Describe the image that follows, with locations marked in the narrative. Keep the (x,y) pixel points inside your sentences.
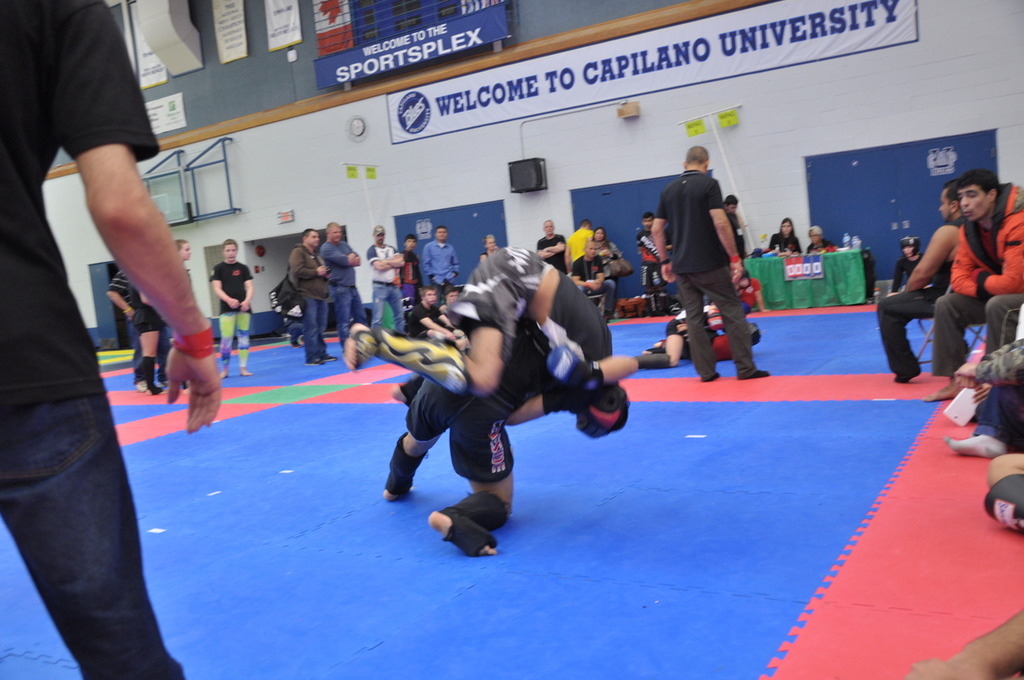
In the image there are two people (560,333) performing fighting and around them there are few people (119,672) and in the background (335,151) there is a wall (769,72) and there is a banner (711,48) of the university attached the wall (595,7) and above that there is a flag (325,48) and few other banners (286,28).
